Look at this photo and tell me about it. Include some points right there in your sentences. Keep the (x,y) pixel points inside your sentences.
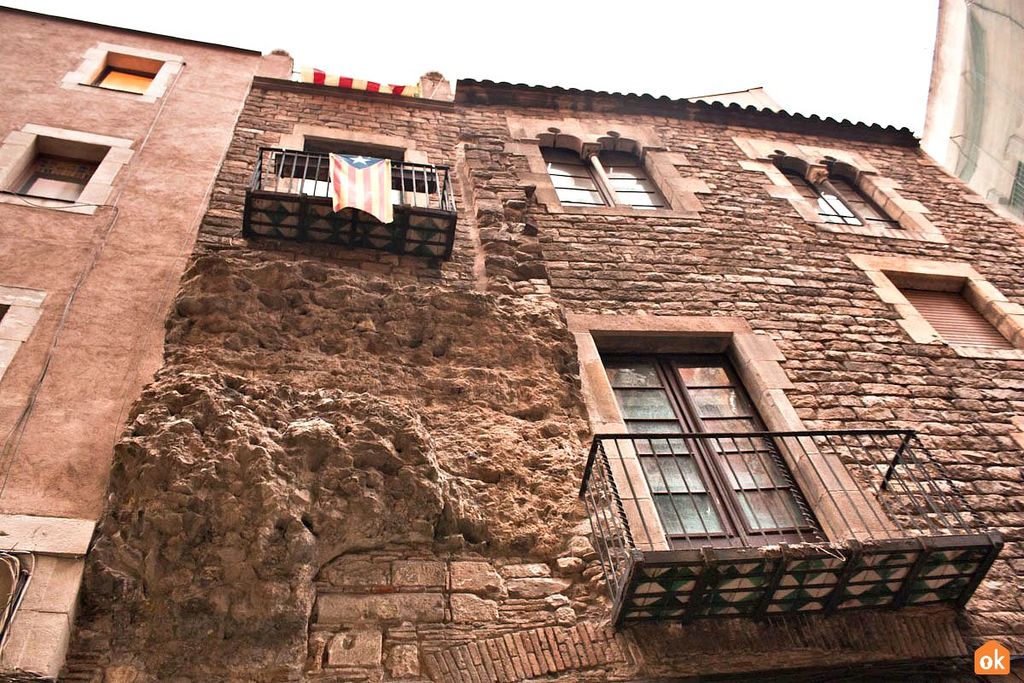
In this image there is the sky (593,25), there are buildings (592,386), there is a building (117,391) truncated towards the left of the image (85,239), there is a building (968,123) truncated towards the right of the image (992,102), there are windows (845,207), there is a flag (361,183).
